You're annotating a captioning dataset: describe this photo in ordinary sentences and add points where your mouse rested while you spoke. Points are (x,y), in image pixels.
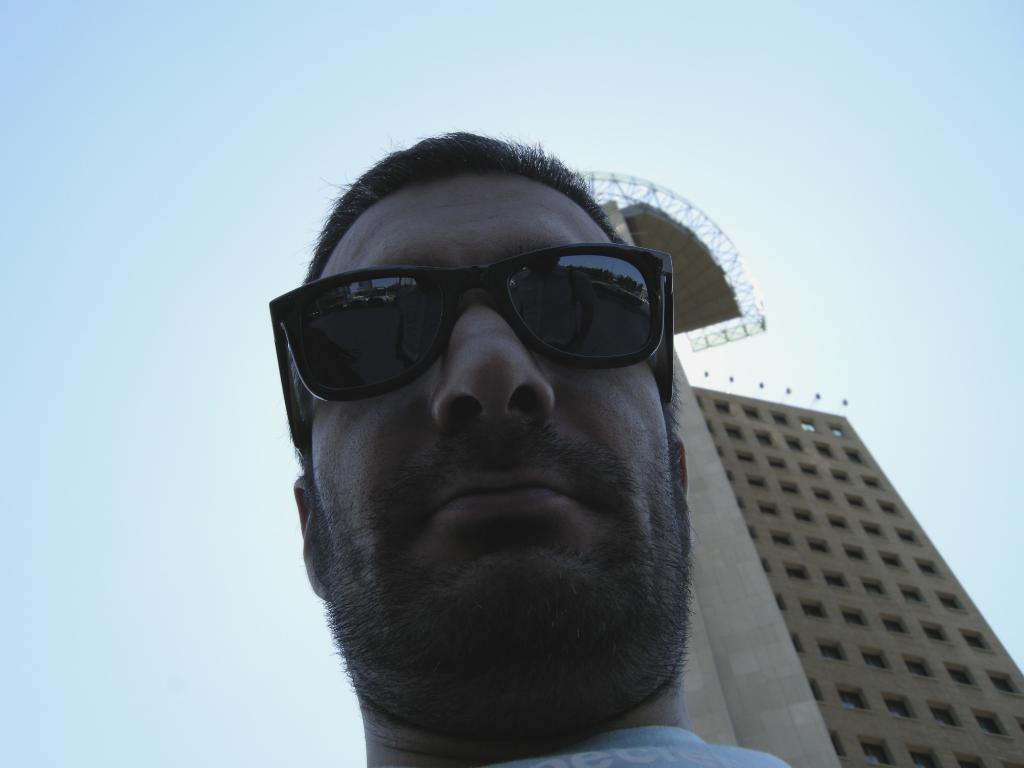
As we can see in the image there is building (844,722) and a man (438,455) standing over here. On the top (136,131) there is sky (141,203).
